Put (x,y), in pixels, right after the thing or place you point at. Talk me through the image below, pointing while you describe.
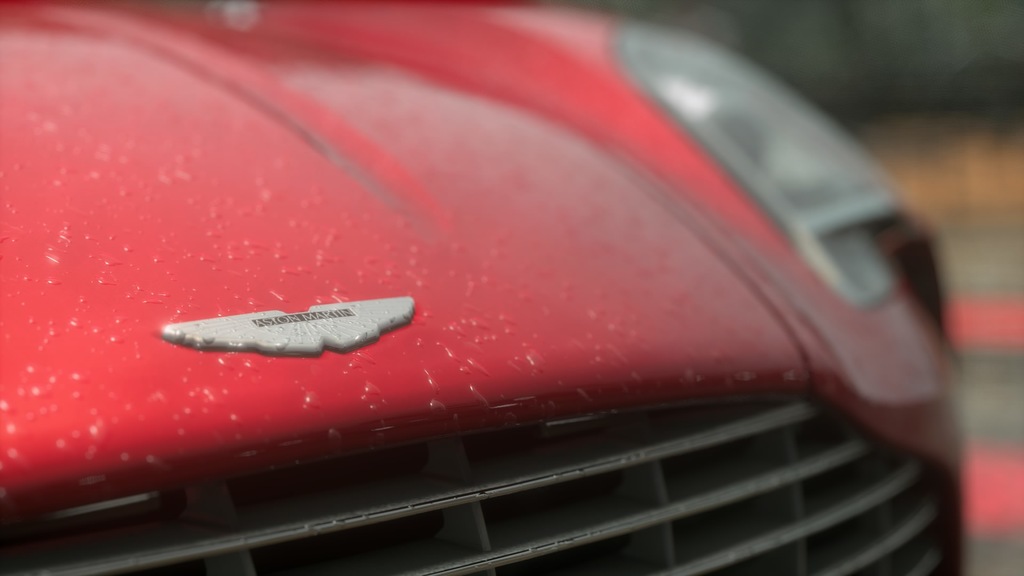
This is a zoomed in picture. In the foreground (407,328) we can see a red color object (492,195) seems to be the car (687,217) and we can see the logo (315,335) and the text (271,322) on the logo (334,320). The background of the image (892,39) is blurry.
